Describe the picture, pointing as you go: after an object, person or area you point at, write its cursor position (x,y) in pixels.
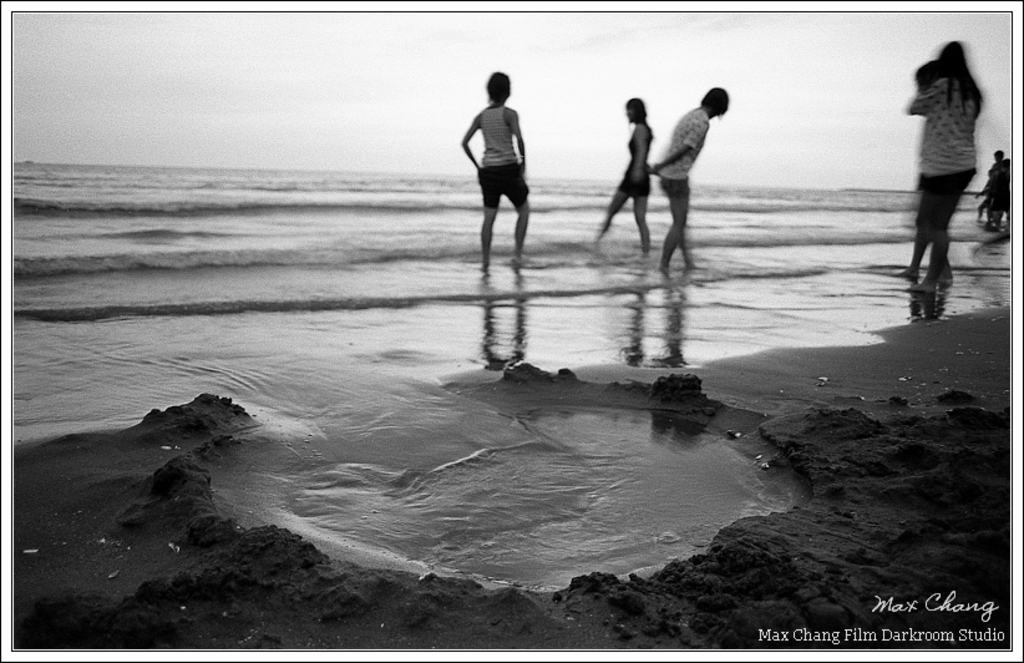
In the image we can see black and white picture of people (618,207) standing and some of them are walking, they are wearing clothes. Here we can see the sand (900,470), the sea (225,253) and the sky (293,94). On the bottom right (921,619) we can see the watermark (872,612).
